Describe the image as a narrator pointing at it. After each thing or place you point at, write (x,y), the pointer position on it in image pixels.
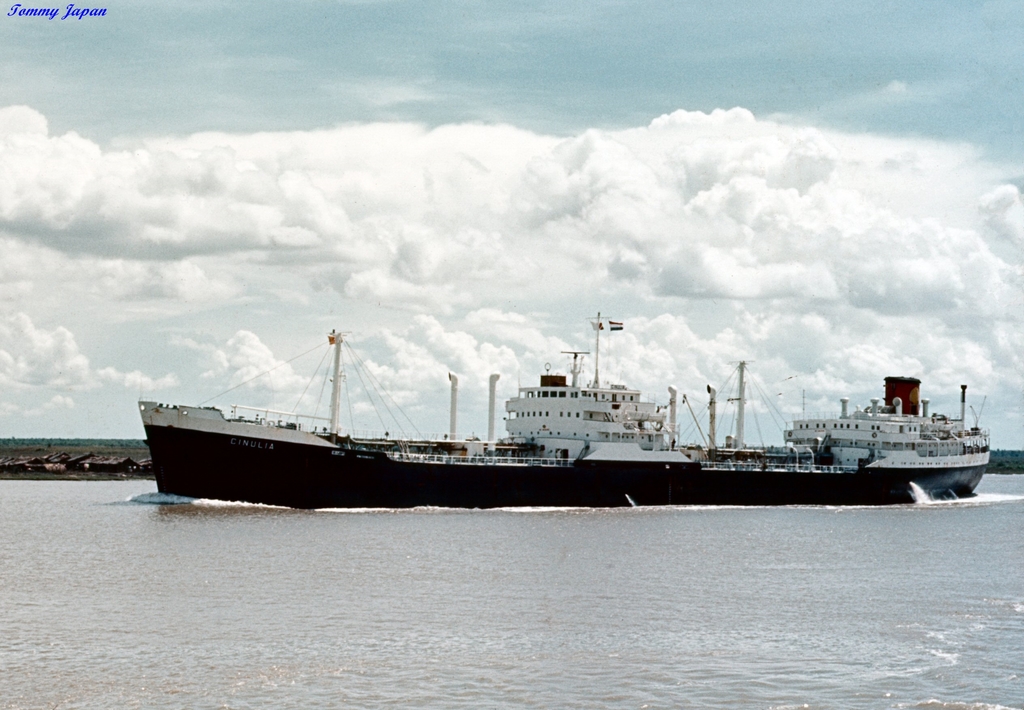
In this image I can see water (337,605) and in it I can see black colour ship (470,479). I can also see few wires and in the background (203,357) I can see clouds (545,287) and the sky (217,314).
